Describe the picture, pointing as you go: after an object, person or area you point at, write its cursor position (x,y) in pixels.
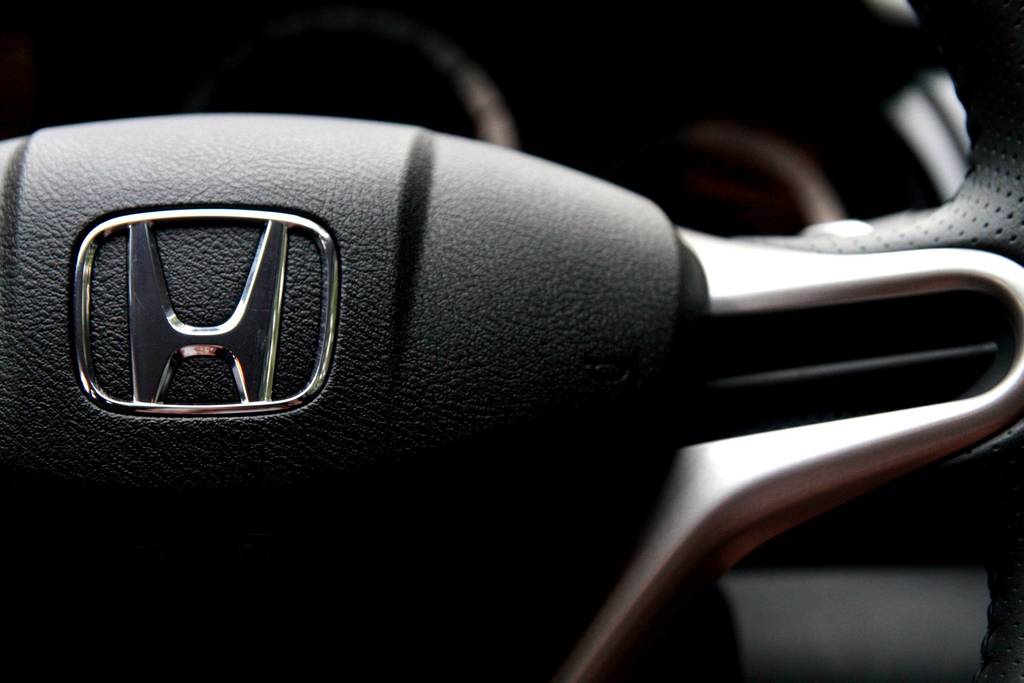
It's an inside part of a car (752,392) and this is the steering (437,410) which is in black color.
